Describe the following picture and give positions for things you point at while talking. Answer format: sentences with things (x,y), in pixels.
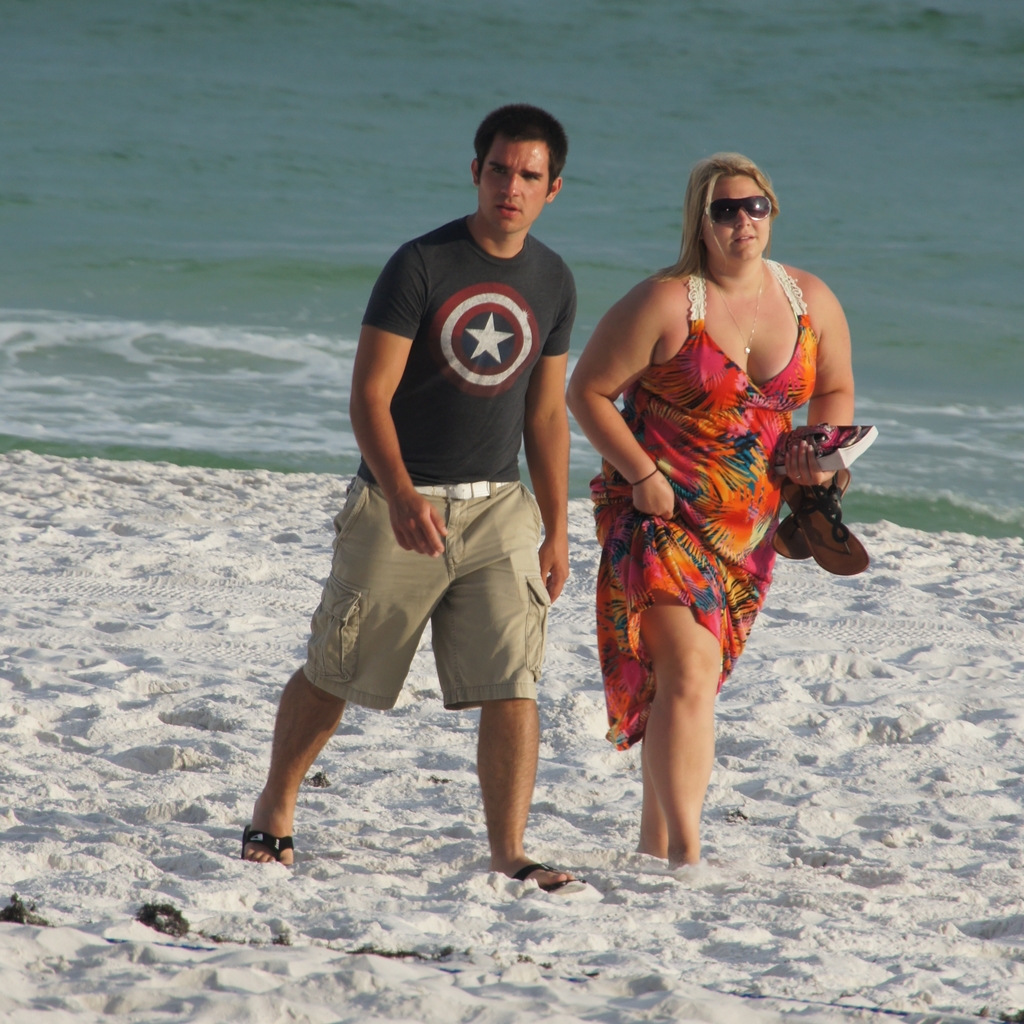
In this image I can see two persons (409,435) male (441,432) and female persons (835,419) holding a book (797,433) and sandal (819,519) and back side of them I can see the water (621,110).
